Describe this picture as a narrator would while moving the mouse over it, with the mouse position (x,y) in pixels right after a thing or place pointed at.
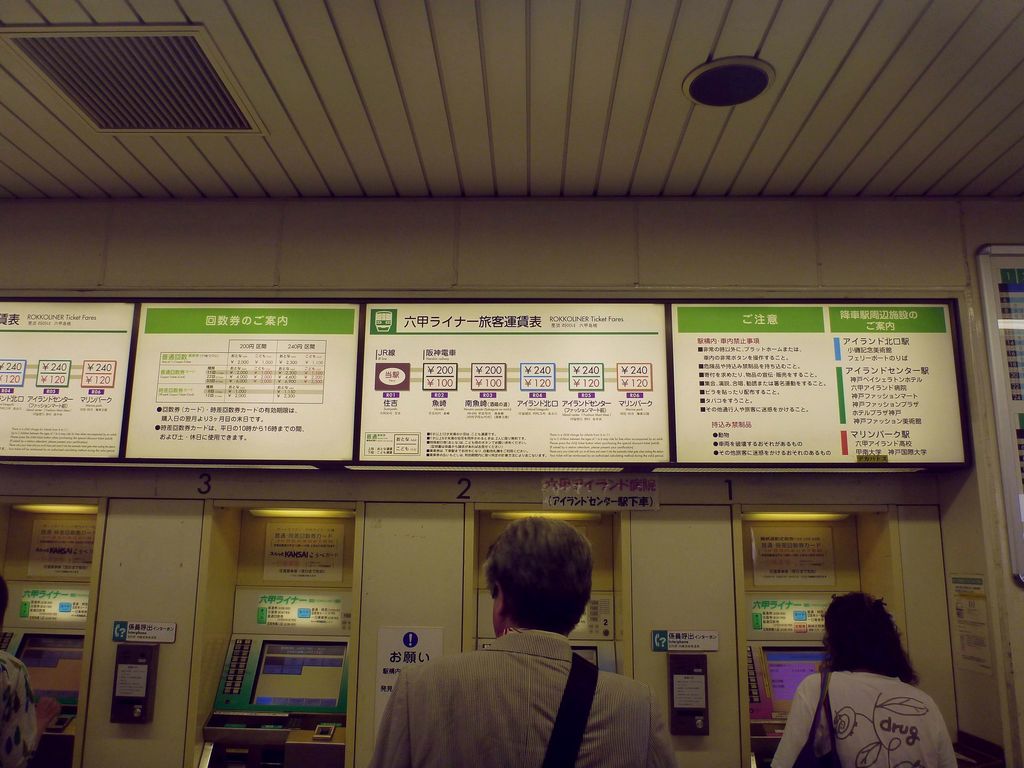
In this image in the front (550,676) there are persons (462,700). In the background (324,550) there are boards (442,385) with some text (737,367) written on it and there are machines (246,682).
